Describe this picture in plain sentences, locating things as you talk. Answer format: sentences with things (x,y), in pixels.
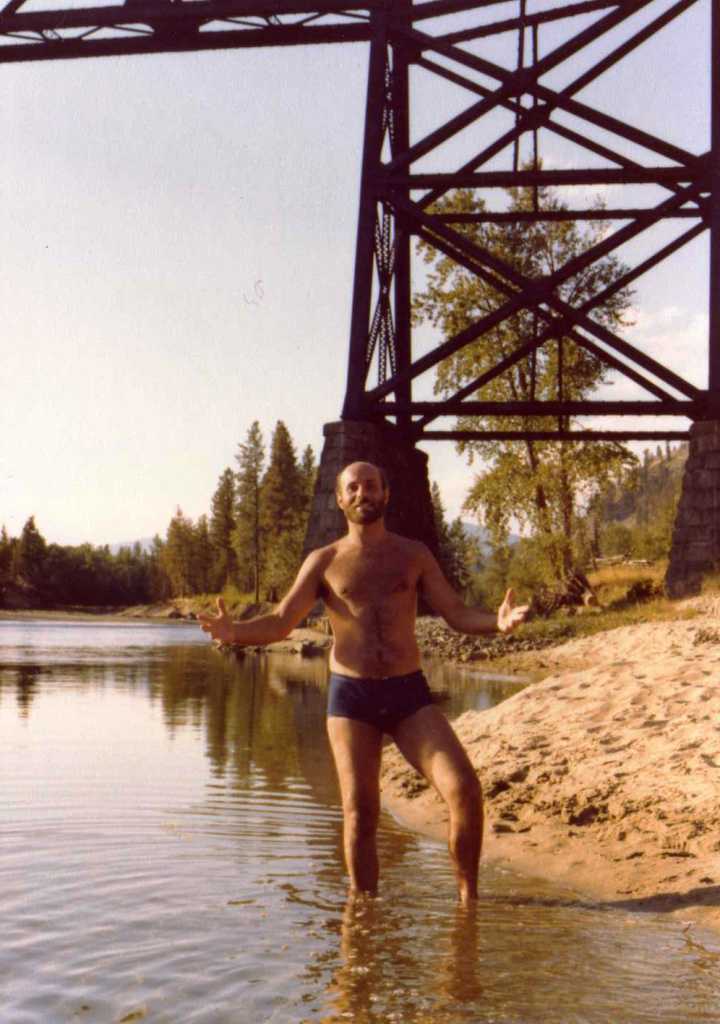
In this image we can see a person (346,734) standing in the water (298,661), there are some trees (531,493), grass (625,588), rods (392,176) and sand (617,745), in the background (293,181) we can see the sky (302,417).
